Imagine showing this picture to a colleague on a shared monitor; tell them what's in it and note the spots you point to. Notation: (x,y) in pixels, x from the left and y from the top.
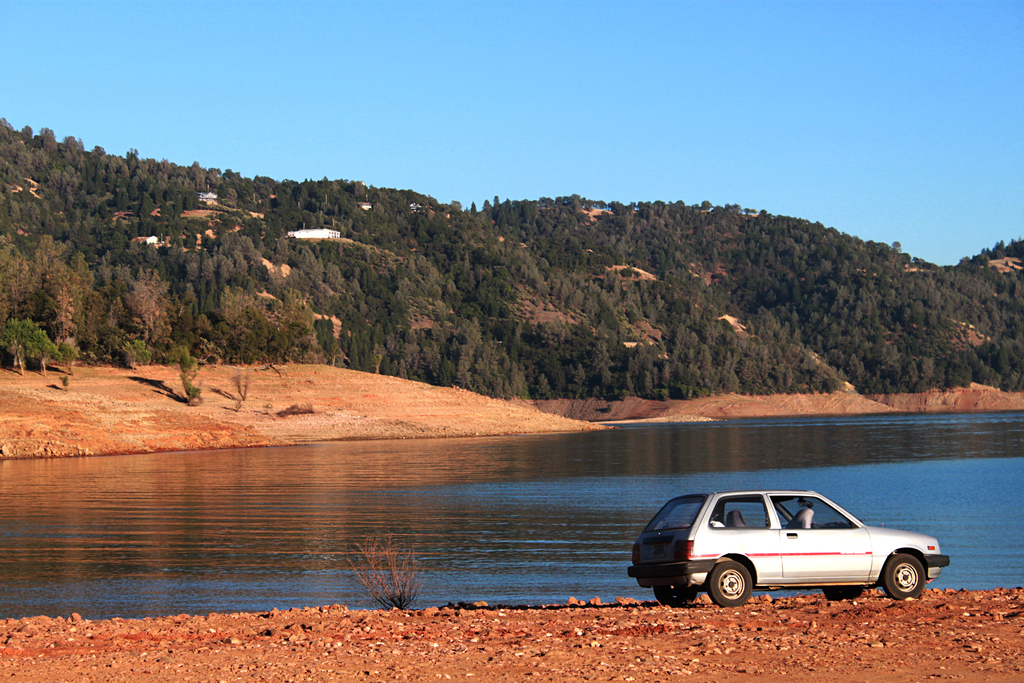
At the bottom of the image (634,552) there is a vehicle (674,545). Behind the vehicle (674,545) there is water (970,496). In the middle of the image (429,259) there are some trees (232,348) and hills (594,263). At the top of the image (263,135) there is sky (609,115).
